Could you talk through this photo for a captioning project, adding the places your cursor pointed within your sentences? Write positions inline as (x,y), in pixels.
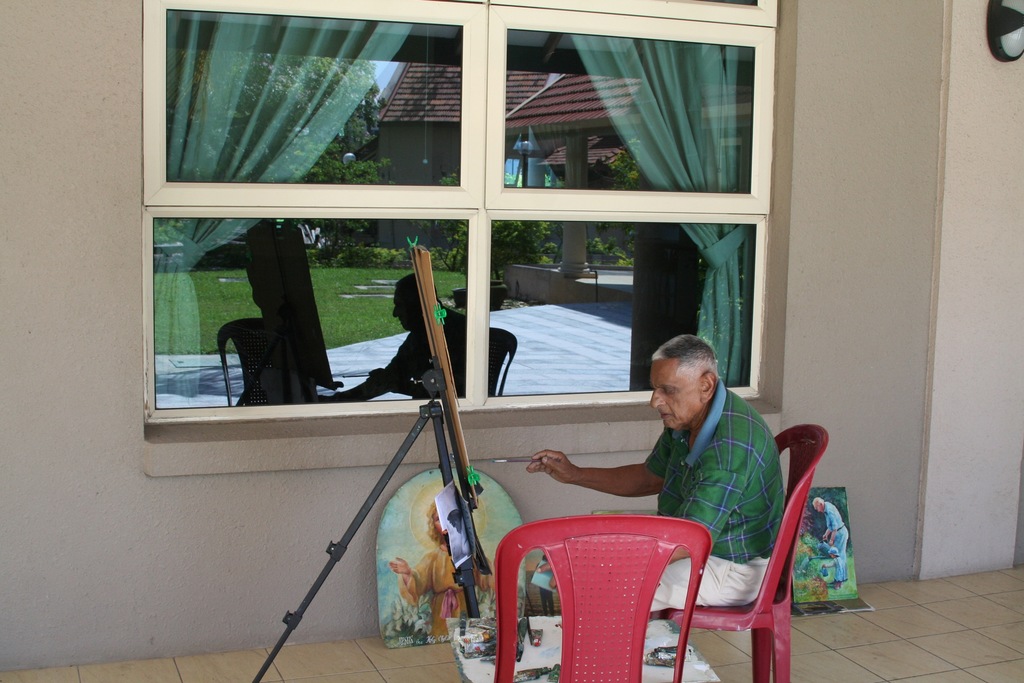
At the bottom of this image (738,465), there is a man (746,458) sitting on a red color chair (796,488) and painting on a board (451,393), which is attached to a stand (425,422). Beside him, there are some objects (481,627) placed on a board (533,652), which is on another red color chair (622,641). In the background (840,523), there are two paintings (827,522) on the floor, there are glass windows (439,54) and an object (1000,16) attached to a pillar (982,13). Through these glass windows (422,98), we can see there are two curtains (278,128), buildings (455,123), trees (621,177), plants (343,251), grass (355,289) and the sky (376,74).
